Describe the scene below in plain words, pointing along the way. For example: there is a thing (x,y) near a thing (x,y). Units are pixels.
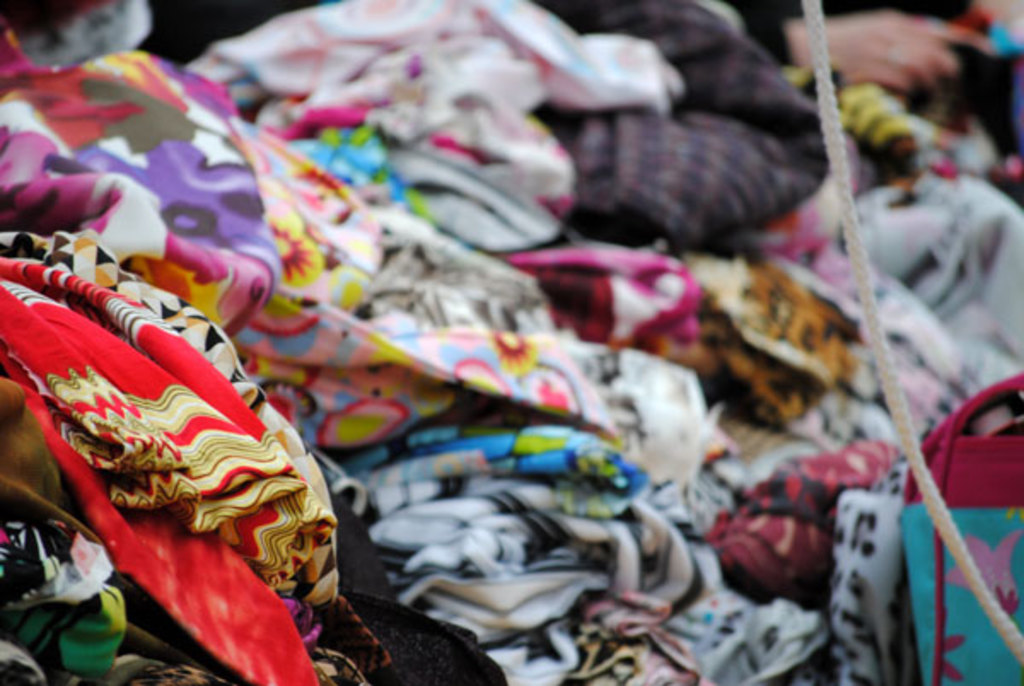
In this image there are so many clothes (439,268) one upon the other and there is a rope (845,155).
